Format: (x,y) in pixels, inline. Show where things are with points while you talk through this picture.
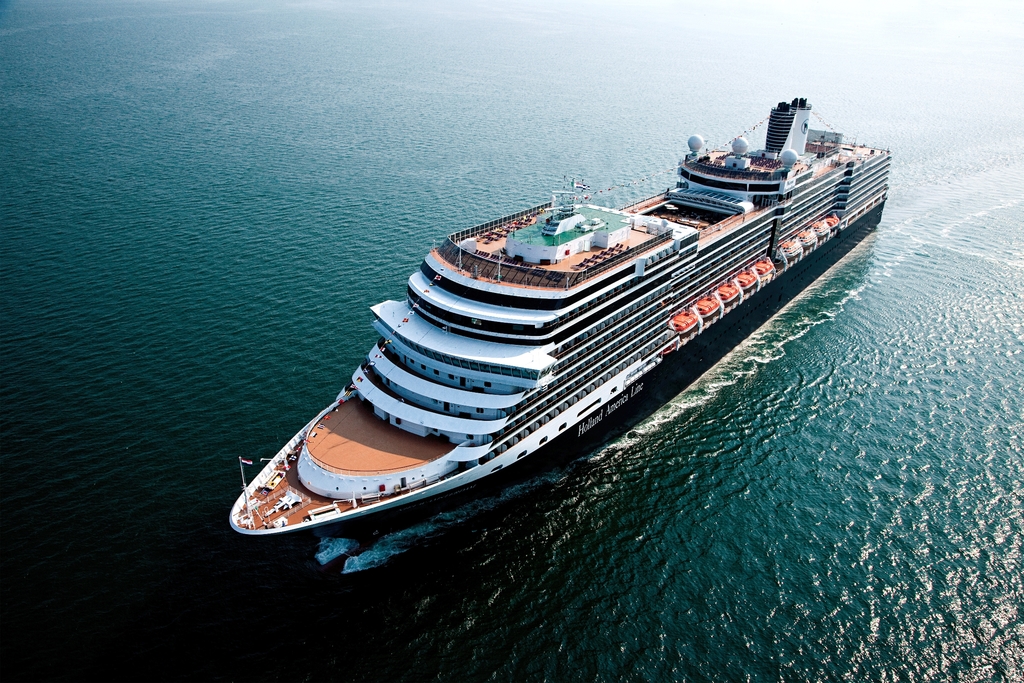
In this picture we can see a ship (804,171) on the water (715,405) with some objects (374,497) on it.
